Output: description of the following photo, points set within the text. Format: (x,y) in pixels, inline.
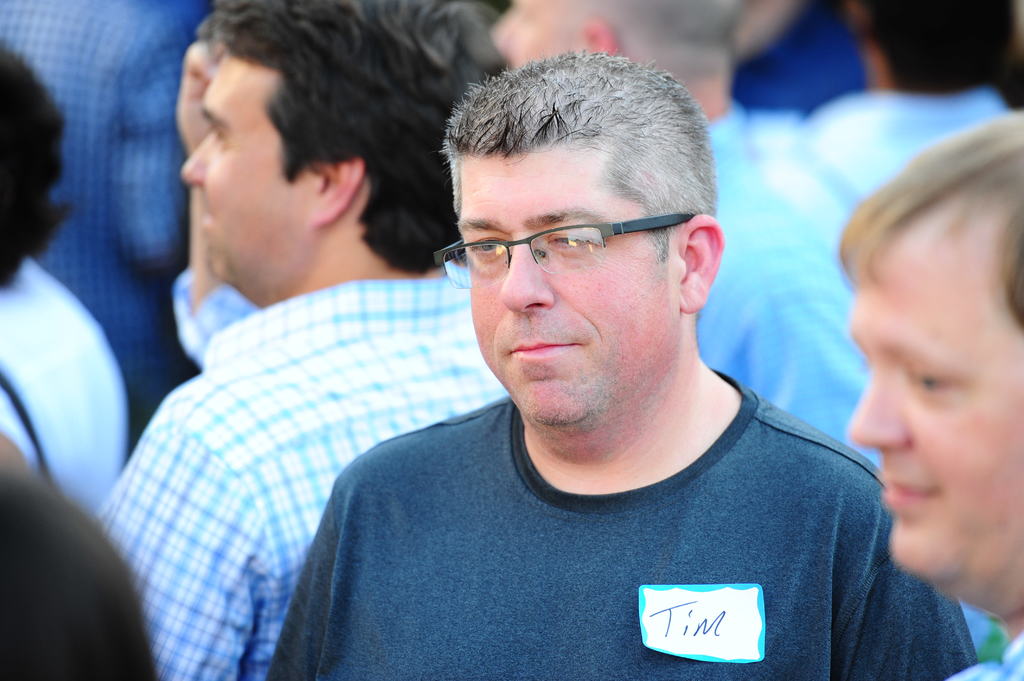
In this image there are people (387,431). The man (792,440) standing in the center (624,300) is wearing glasses (564,266).
